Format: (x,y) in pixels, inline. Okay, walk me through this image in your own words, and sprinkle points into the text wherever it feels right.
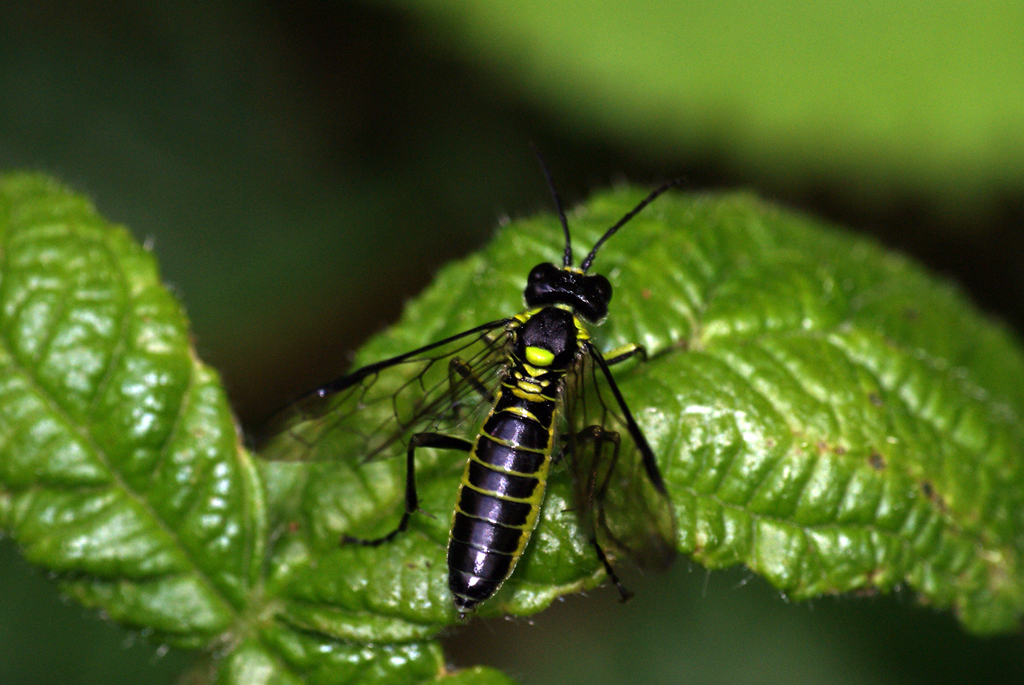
Here I can see a black color fly (570,417) on a leaf (625,333). The background (215,111) is blurred.
